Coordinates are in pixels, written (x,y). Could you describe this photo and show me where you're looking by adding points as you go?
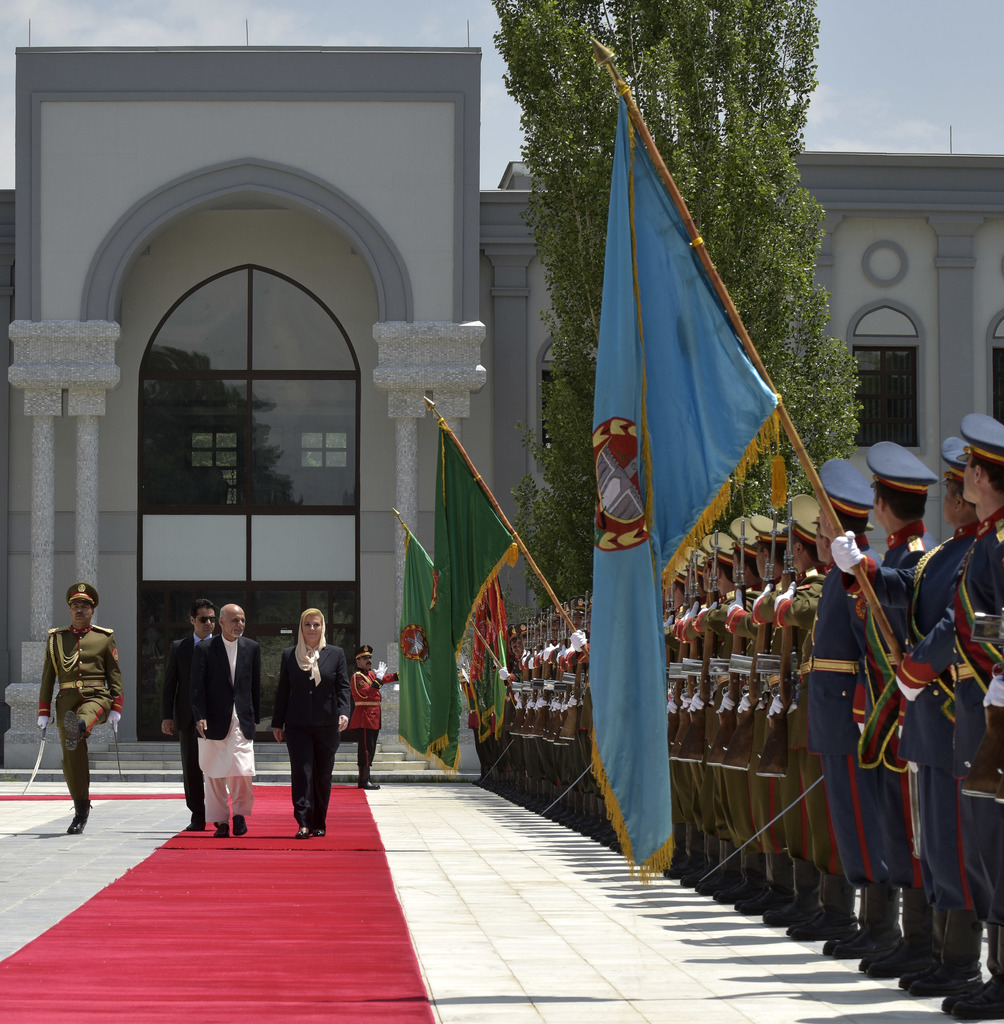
In this image, there is an outside view. There are some persons (561,621) on the right side of the image (883,552) holding flags (504,646) with their hands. There are three persons (335,692) in the bottom left of the image (323,688) walking on the carpet (260,851). There is a building (436,354) and tree (559,344) in the middle of the image (586,386).
